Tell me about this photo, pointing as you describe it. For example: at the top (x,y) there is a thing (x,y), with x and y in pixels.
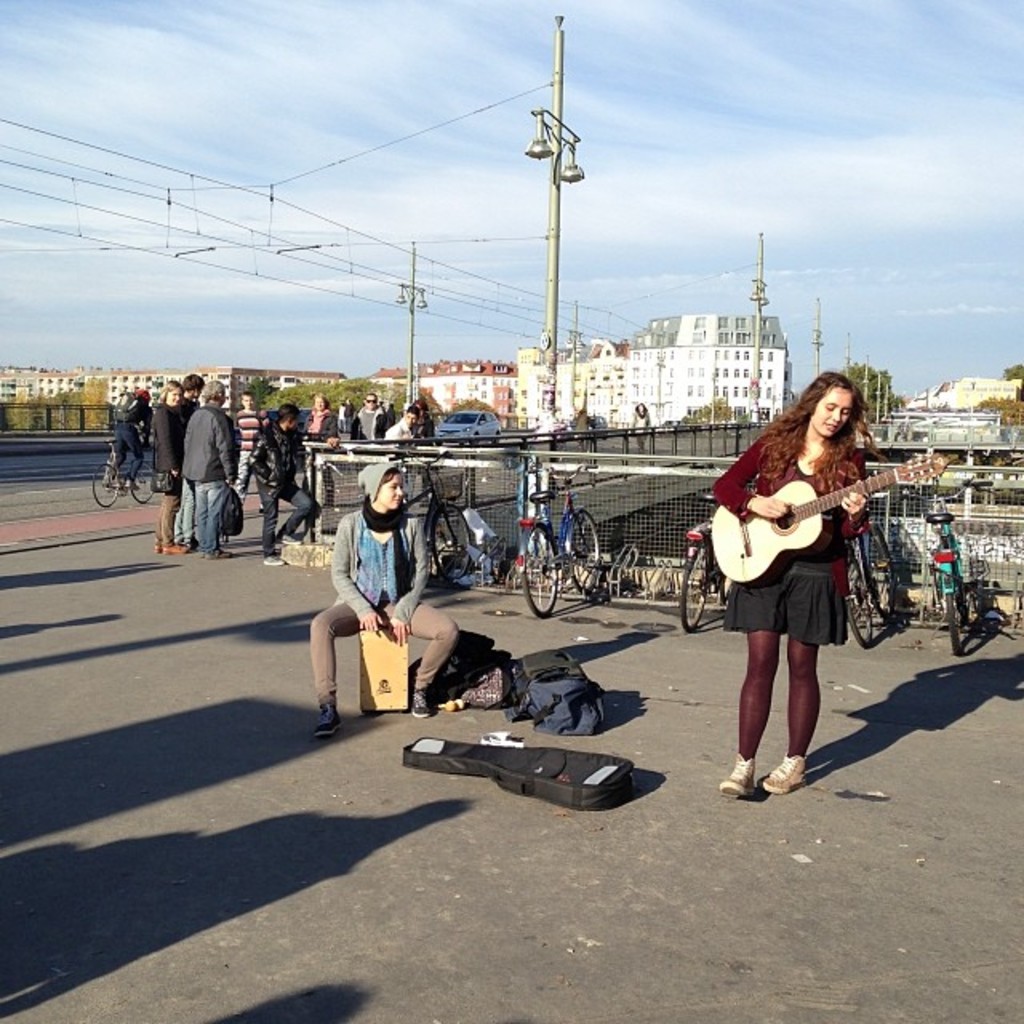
There is woman (797,642) standing, laughing, holding and playing a guitar (728,560). Right to her, there is other woman (380,608) sitting and playing drums (387,652). In the background (435,568), there is a fencing (652,507), bicycles (449,511), pole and some other people (195,419). There are trees (58,410), car (499,424), road (60,451) and some other materials (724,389) also.
